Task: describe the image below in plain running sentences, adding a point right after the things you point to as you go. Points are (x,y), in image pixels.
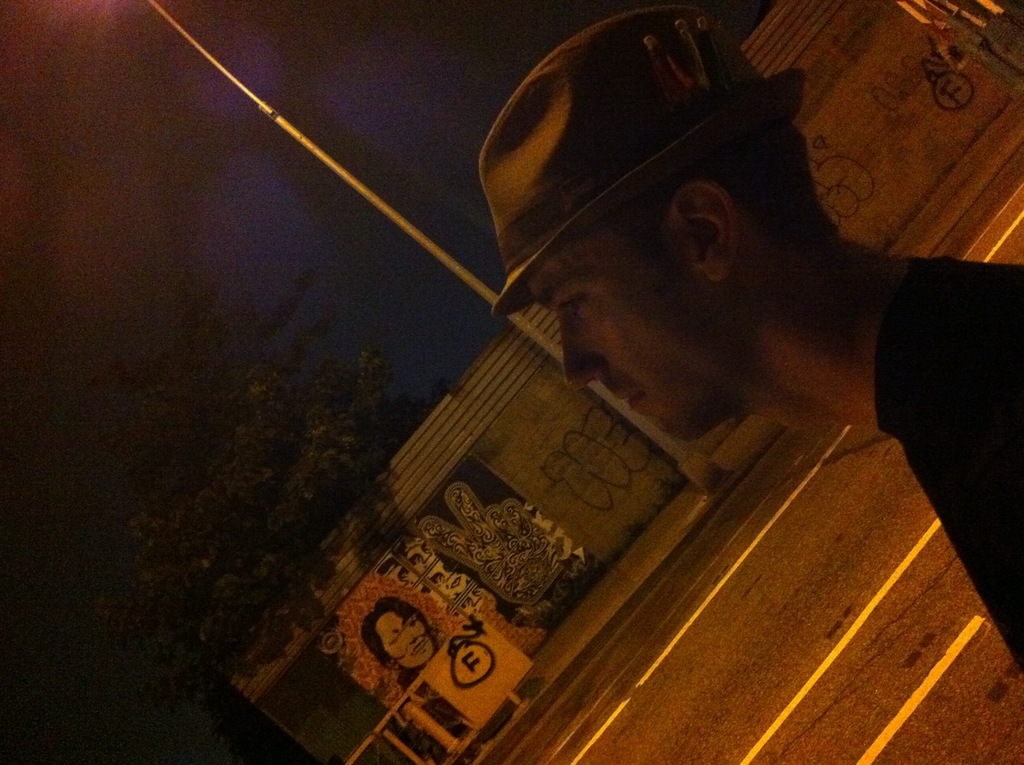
In this image there is a man (811,288) towards the right of the image (811,288), he is wearing a hat (624,150), there is road (735,681) towards the bottom of the image (800,628), there is a wall (984,65), there is painting (497,579) on the wall (523,645), there is a tree (213,528), there is a pole (186,32), there is the sky (344,250) towards the top of the image (265,185), there is an object (965,32) towards the right of the image (982,25).
